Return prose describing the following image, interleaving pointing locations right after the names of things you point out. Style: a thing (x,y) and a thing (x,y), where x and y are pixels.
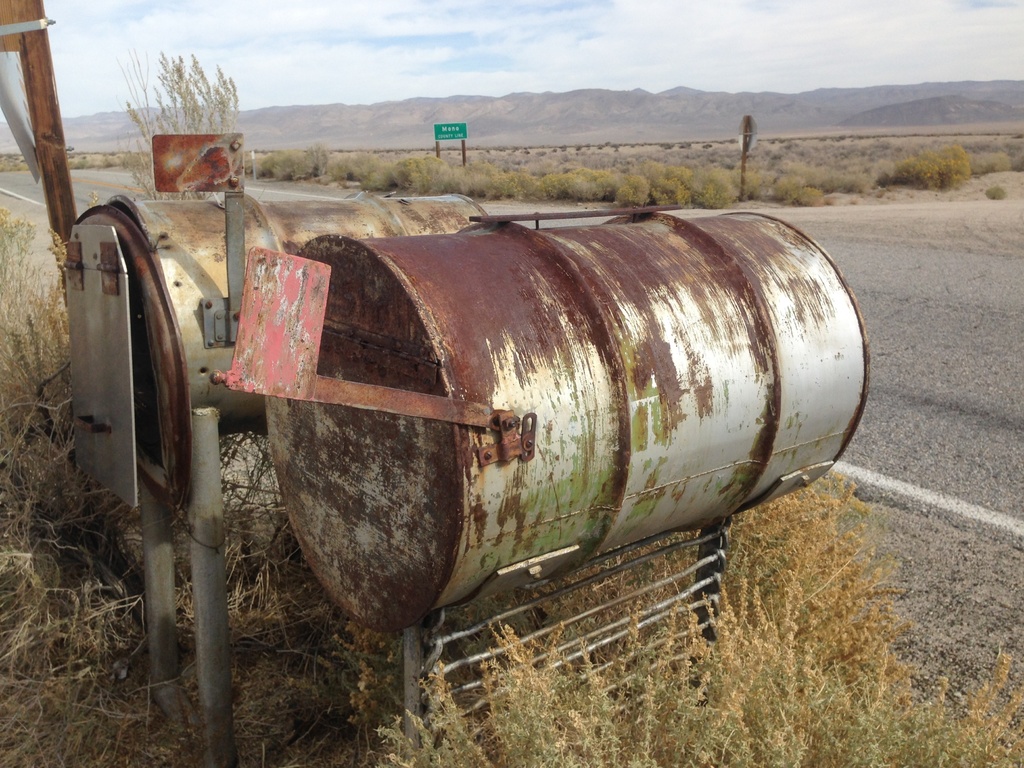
In this picture I can see couple of metal barrels (391,211) and a board (444,133) with some text (455,133) and I can see plants (519,179), tree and I can see a hill (624,129) and a blue cloudy sky (460,57).
